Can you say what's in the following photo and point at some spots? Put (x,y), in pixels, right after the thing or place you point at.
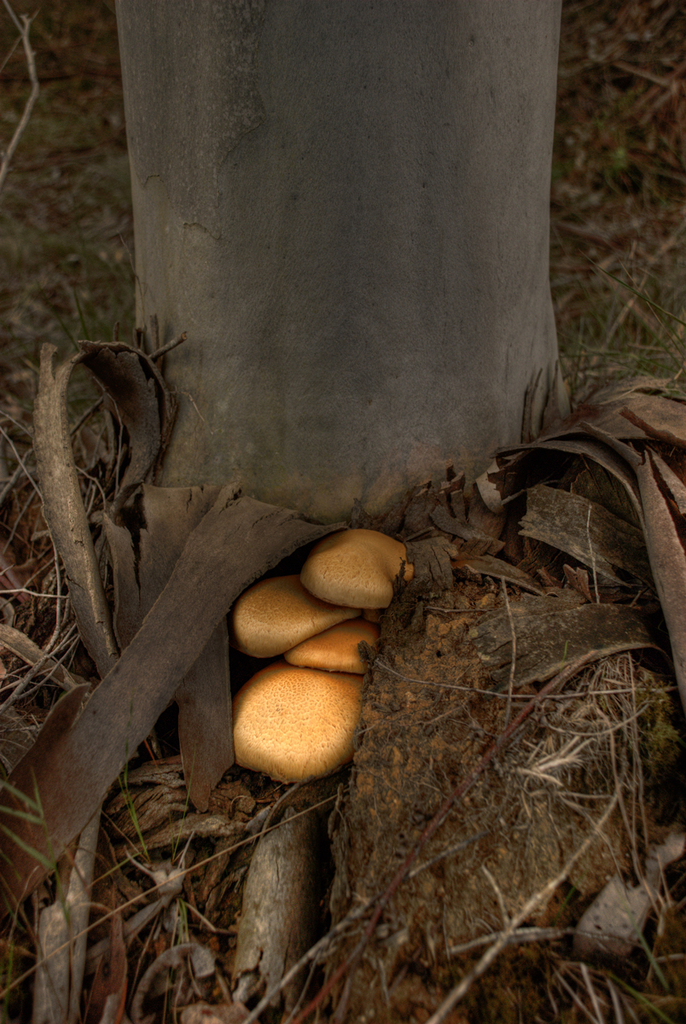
In this image, we can see the trunk (369,505) of the tree (369,505). We can also see some mushrooms (335,587). We can see the ground (467,698) with some dried grass (50,17) and pieces of wood (568,599).
